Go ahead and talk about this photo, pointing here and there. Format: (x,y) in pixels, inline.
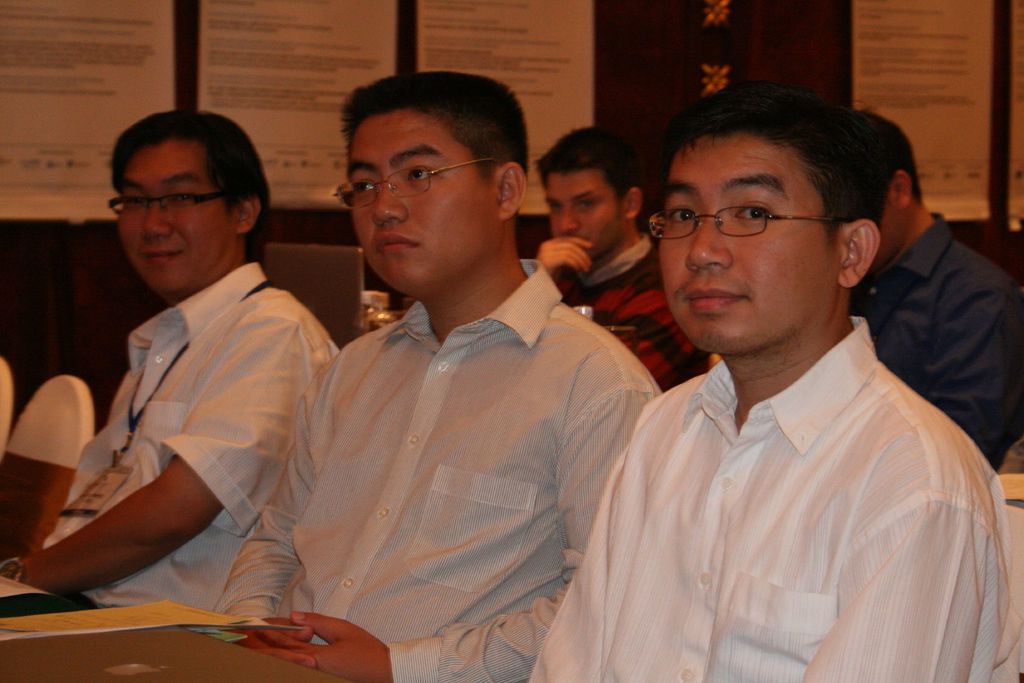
In this image I can see people (728,435) sitting on the chairs (39,429). 3 people (801,596) sitting in the front (444,527) are wearing white shirts (1001,550) and spectacles (734,218). There is a laptop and papers (964,88) are attached at the back (964,88).
